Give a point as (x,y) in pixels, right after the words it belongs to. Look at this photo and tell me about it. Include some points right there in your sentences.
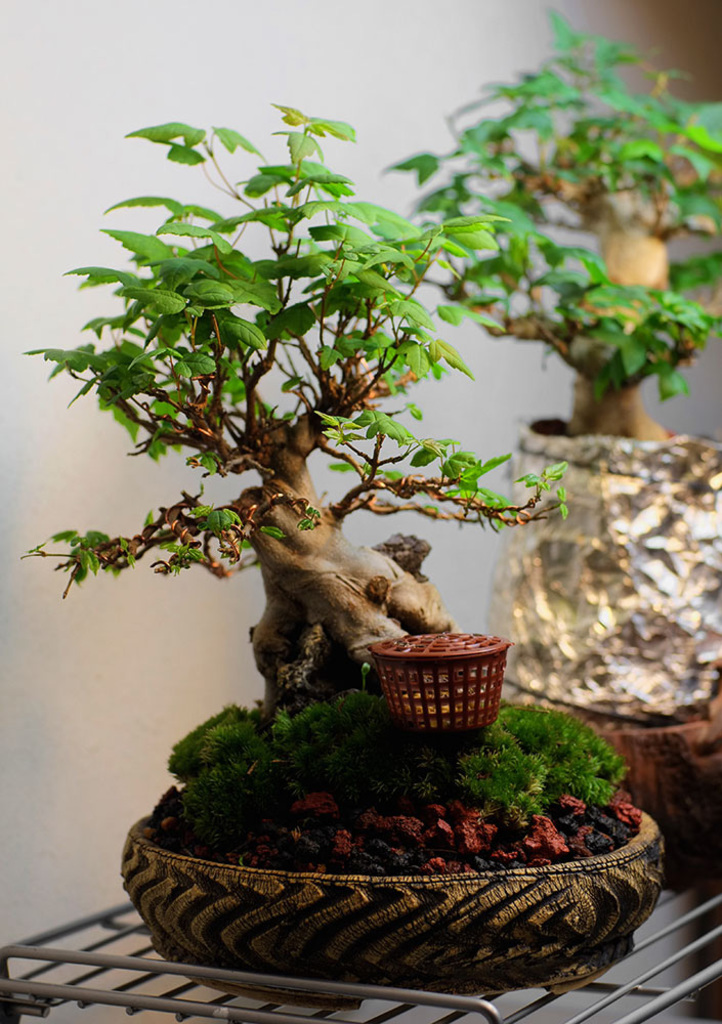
In this image I can see flower pots (582,634) kept on the table (175,962) and in the flower pot (185,930) I can see plants (545,275) and background (454,56) is white.
